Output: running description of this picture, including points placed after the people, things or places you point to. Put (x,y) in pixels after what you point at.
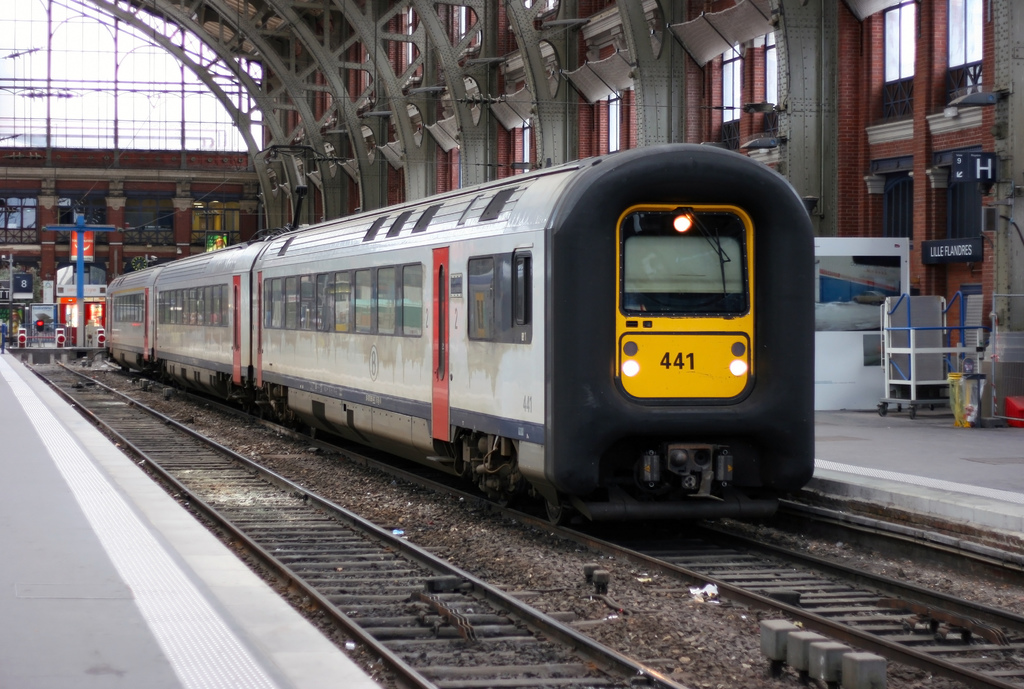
In this picture I can see a train (723,457) on the railway track (778,537), there are platforms (40,478), trolley (919,317), boards (871,311), cables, windows (15,130), there is another railway track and there are some other items (646,109).
